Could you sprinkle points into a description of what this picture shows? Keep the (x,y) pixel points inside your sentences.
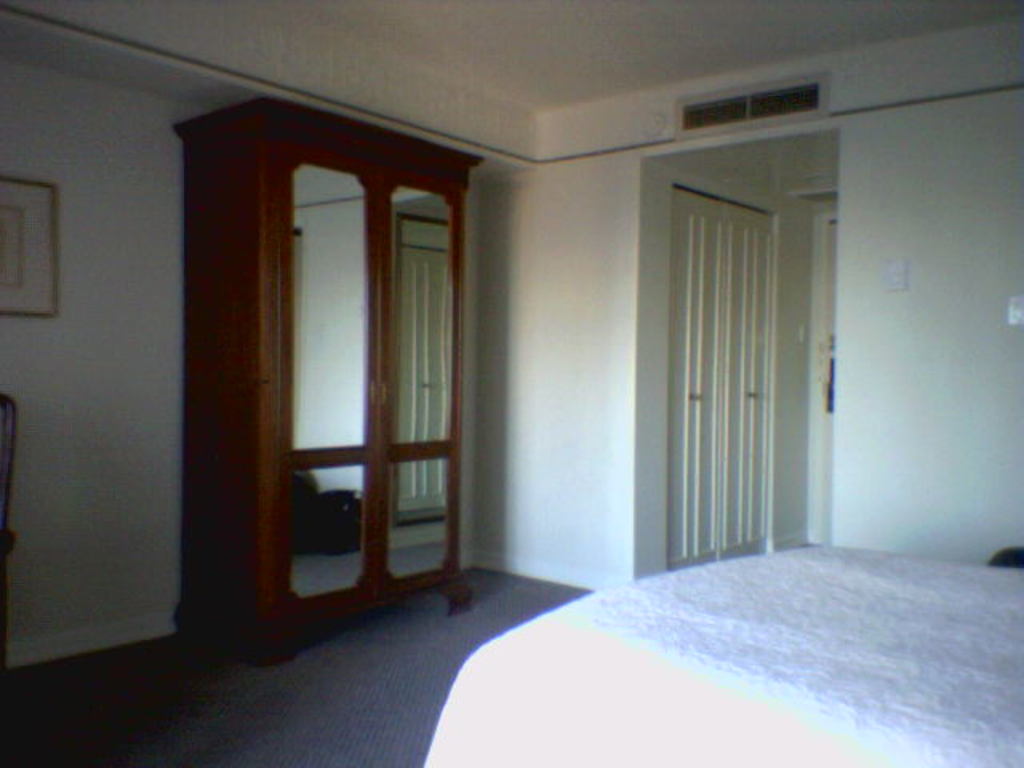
In this picture we can see the inside view of a building (375,702). On the right side of the image (768,701), it looks like a bed (723,712). On the left side of the image (301,538), there is a cupboard (300,434) and there is a photo frame (32,270) attached to the wall (27,327). Behind the bed (645,662), there is a door (695,468). At the top of the image (683,109) there are vents (691,104).
